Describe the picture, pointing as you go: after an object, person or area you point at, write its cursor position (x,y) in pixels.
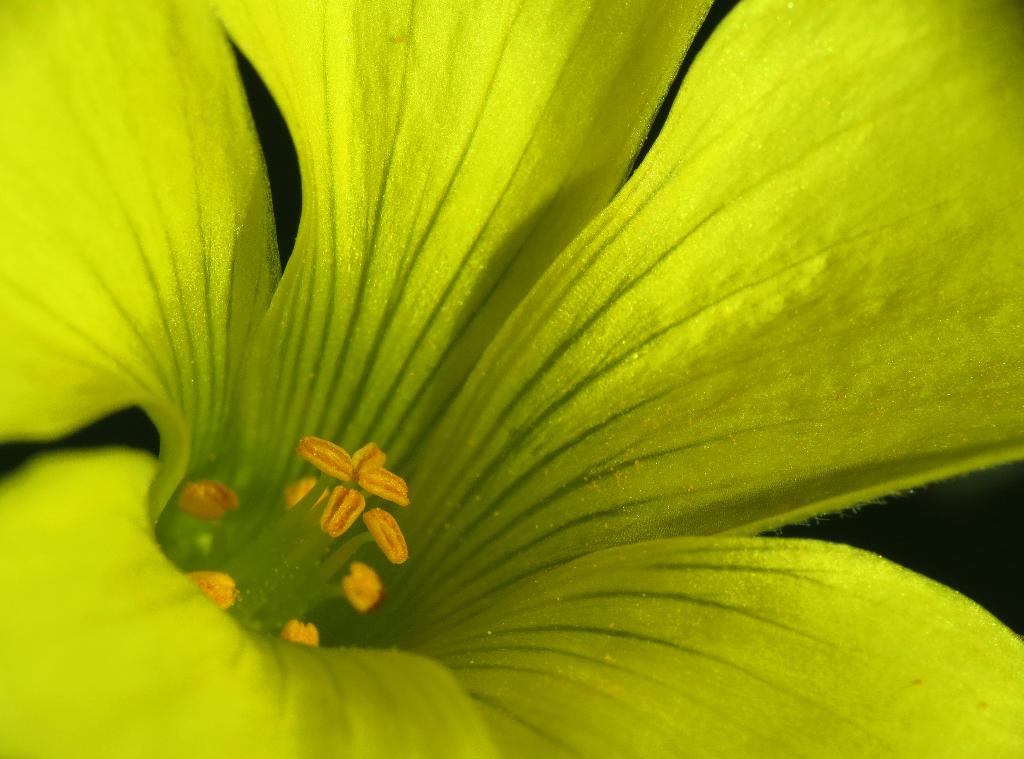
This picture consists of a flower (403,107) in the center of the image (577,431), which is green in color.
